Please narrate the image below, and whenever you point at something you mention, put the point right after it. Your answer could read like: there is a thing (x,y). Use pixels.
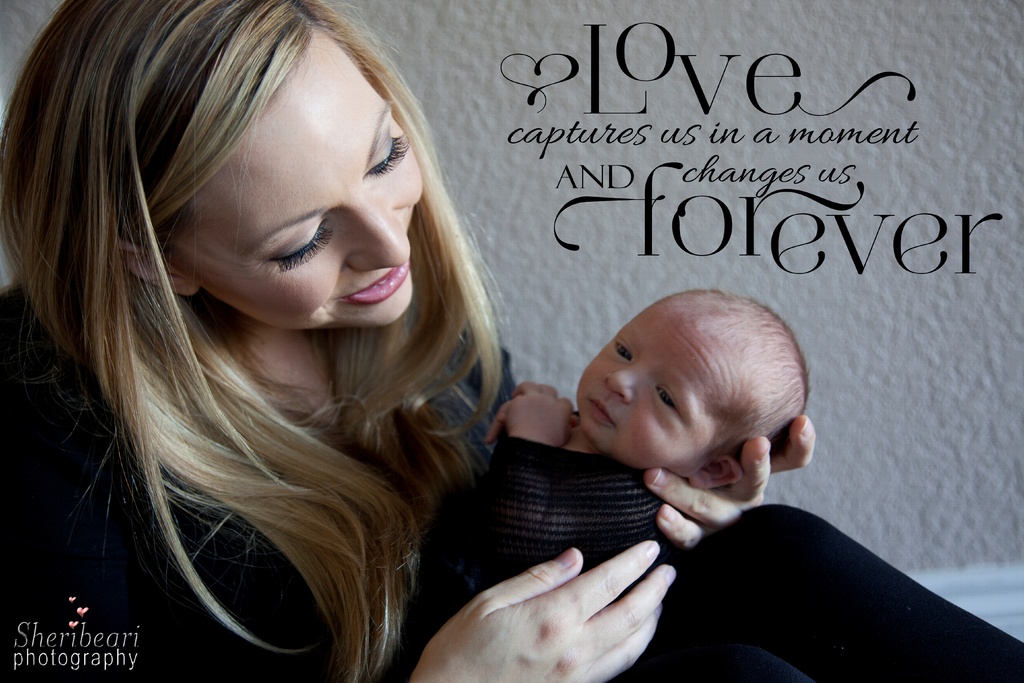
In this image there is a woman (313,388) sitting, the woman (239,225) is holding a child (677,461), there is the text (702,167), at the background of the image (704,207) there is a wall (885,493).
